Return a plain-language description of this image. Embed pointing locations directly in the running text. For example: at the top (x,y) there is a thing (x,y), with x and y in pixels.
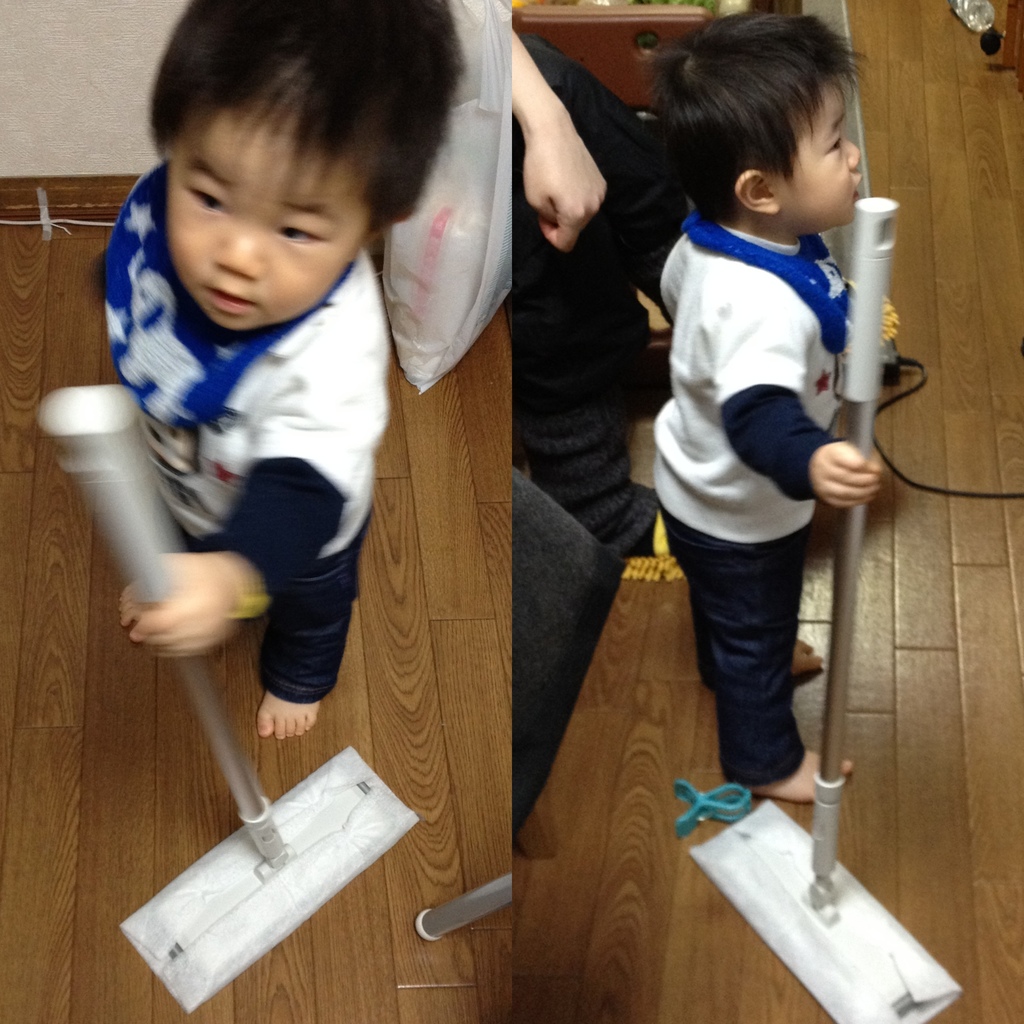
This is a collage picture. I can see a kid (359,513) standing and holding a stick (839,679), there is a person (641,328) and there are some objects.
